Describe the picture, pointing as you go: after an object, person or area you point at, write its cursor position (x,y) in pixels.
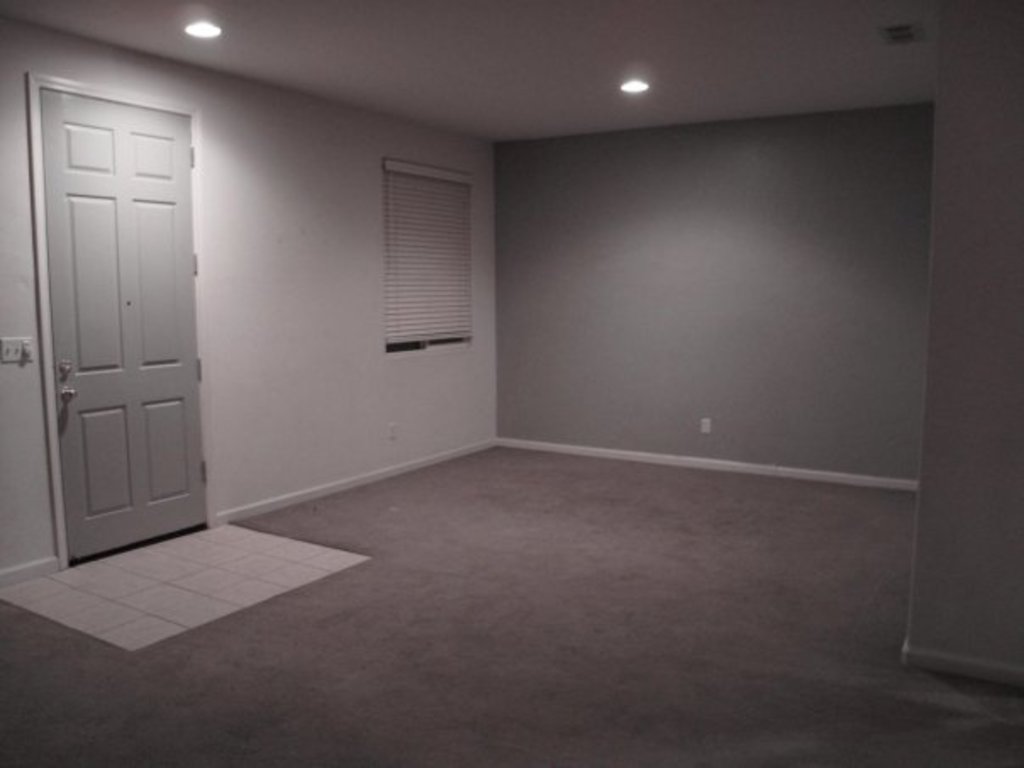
This picture is clicked inside the room (324,461). On the left corner of the picture (183,320), we see a grey color door (113,423) and beside that there is a white wall (349,286). Beside that, we see a window blind (409,293) and in the middle of the picture (680,309), we see a wall (776,360) in grey color. At the top of the picture (595,87), we see the ceiling (498,94) of that room (556,125) and on the right corner of the picture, we see a pillar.
